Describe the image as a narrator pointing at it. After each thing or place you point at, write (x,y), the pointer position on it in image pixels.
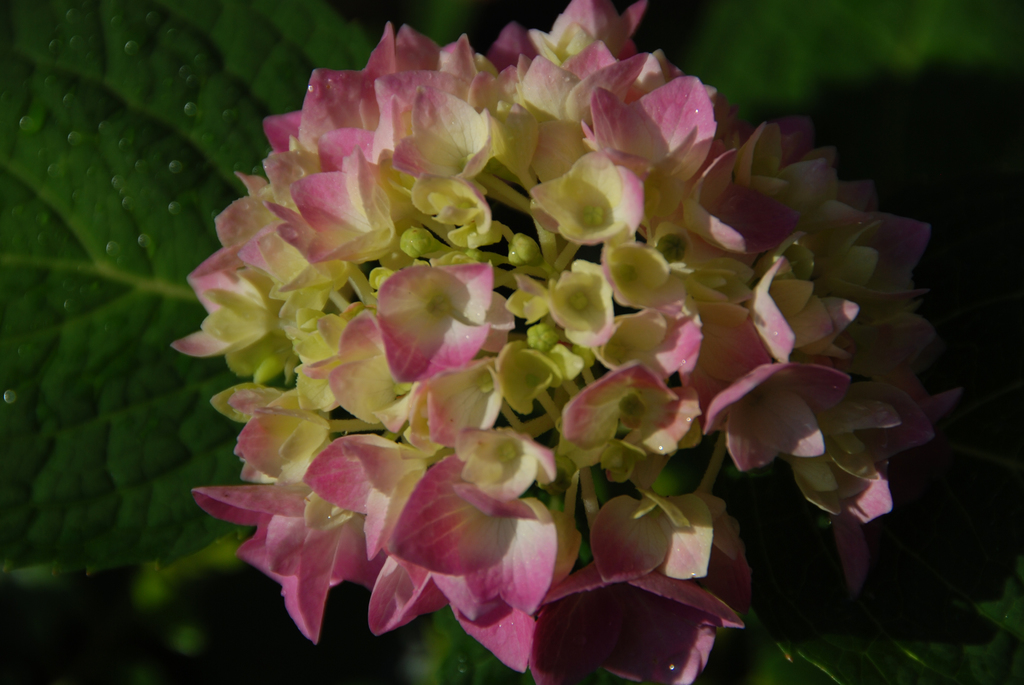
In this image I can see few flowers (432,439) in pink, white and cream color and few leaves (76,184) in green color.
